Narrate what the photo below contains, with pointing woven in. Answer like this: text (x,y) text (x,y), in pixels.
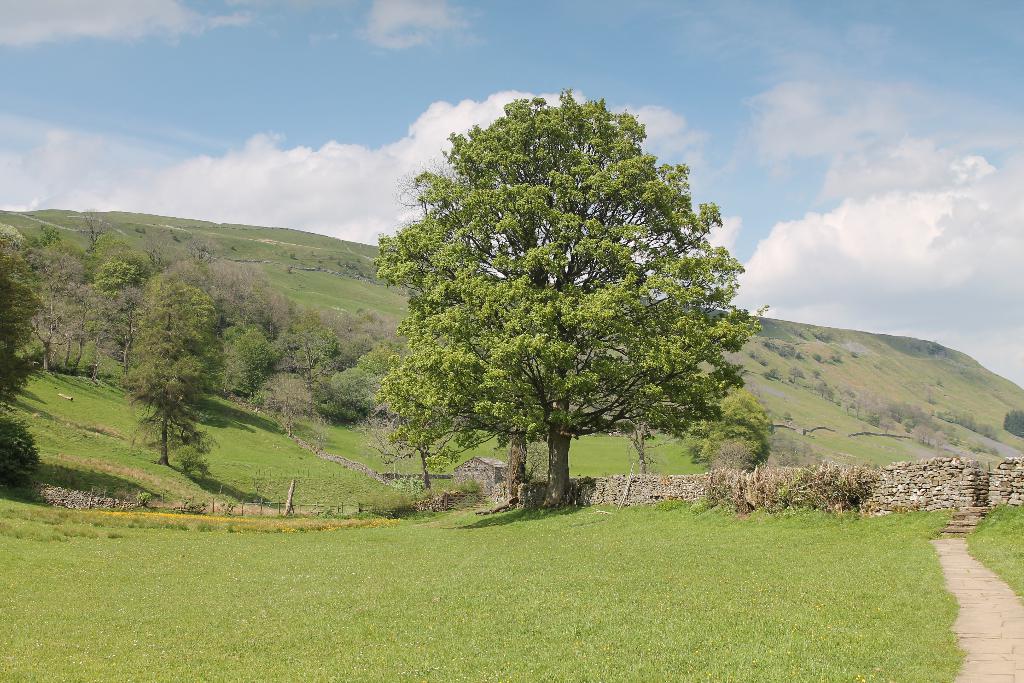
We can see grass (1013,567), plants (837,485), wall (928,499), trees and house (489,467). In the background (279,249) we can see hill (824,334) and sky (527,17) with clouds (891,207).
